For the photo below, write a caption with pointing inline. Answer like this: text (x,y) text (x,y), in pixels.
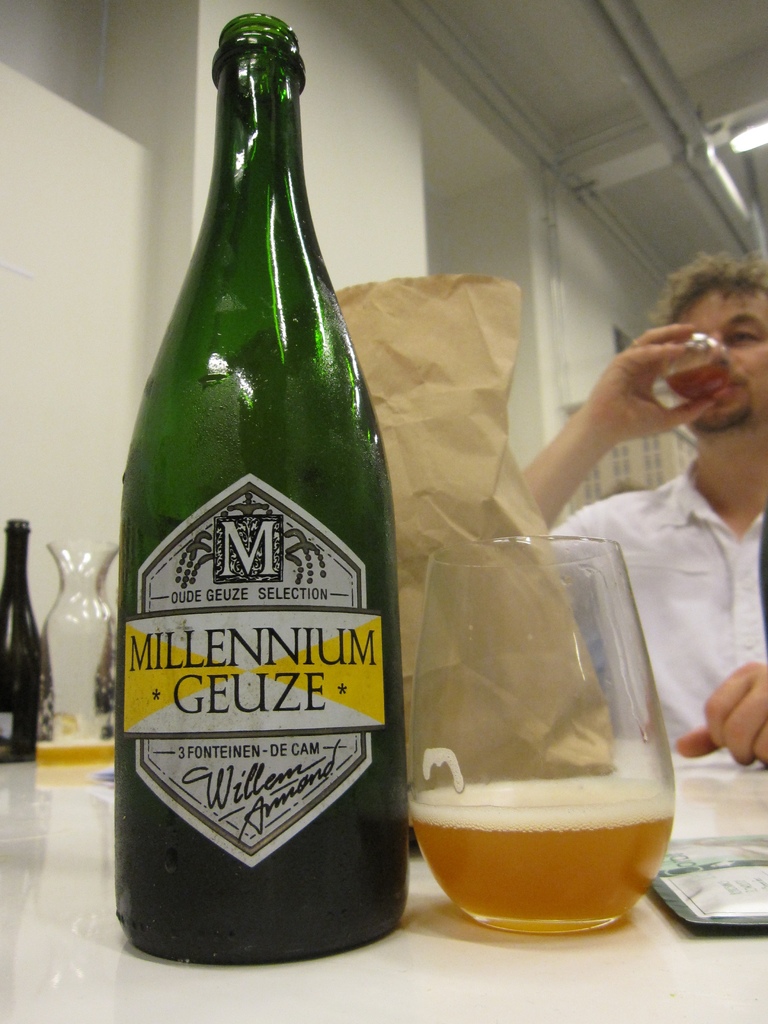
In this image I can see a bottle (366,702) and a glass (647,676). Here I can see a man (690,311) is holding a glass (664,392) and he is wearing white shirt (700,645). I can also see one more bottle (18,552) over here.
